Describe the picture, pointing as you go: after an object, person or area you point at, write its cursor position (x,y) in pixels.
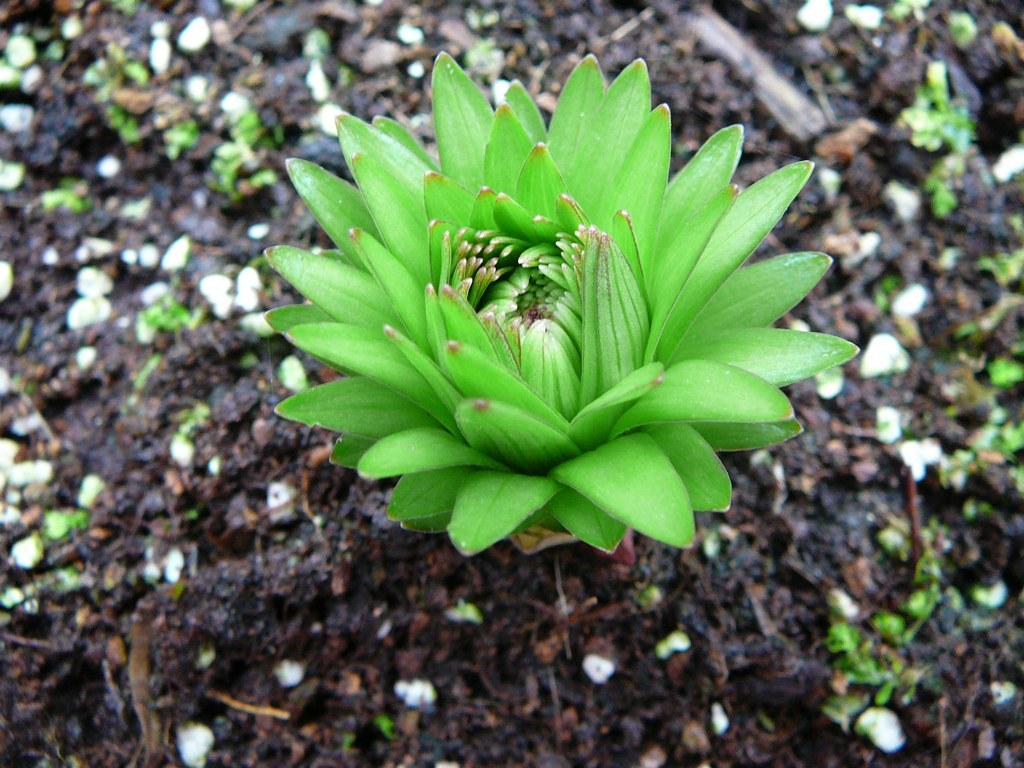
In the middle of this image (670,501), there is a green color flower (459,104) of a plant (539,455) on the ground (754,498) on which there are other plants (126,67). And the background (771,19) is blurred.
